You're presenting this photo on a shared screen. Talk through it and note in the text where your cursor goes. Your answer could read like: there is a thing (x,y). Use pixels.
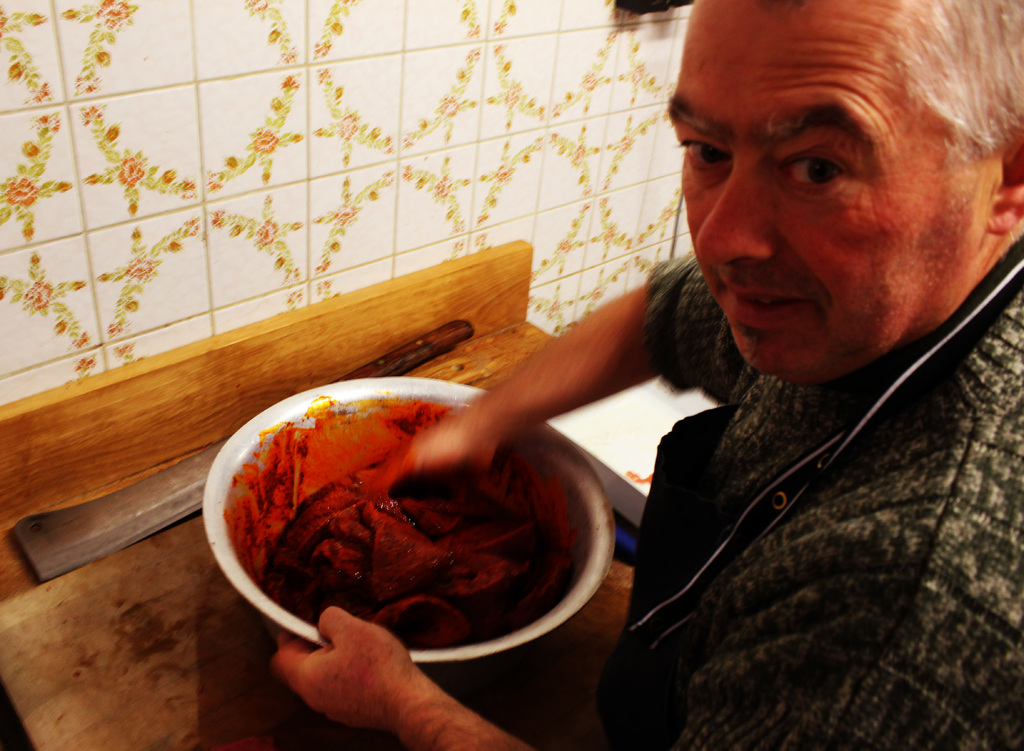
In this picture there is a person (802,175) standing and holding the bowl (433,384) and there is food (382,456) in the bowl (430,530). At the bottom (112,604) there is a chopping board (192,604) and there is a knife (169,513) and there are objects (634,398). At the back (364,148) there are tiles (224,109) on the wall (281,140).
